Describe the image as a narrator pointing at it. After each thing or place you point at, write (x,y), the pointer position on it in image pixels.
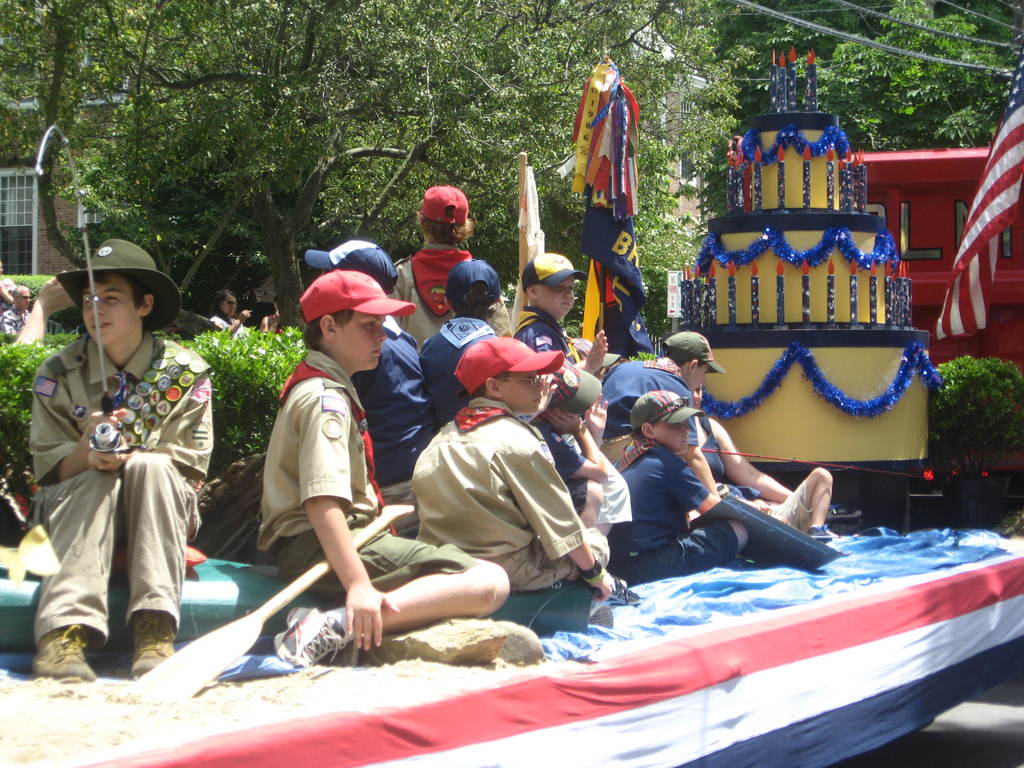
In this image we can see a group of people (475,455) sitting, in front of them there is an object (805,317) looks like a cake (799,300) with candles (800,294) and some decorative items (828,388) attached to it, there are flags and trees (864,22) in the background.
